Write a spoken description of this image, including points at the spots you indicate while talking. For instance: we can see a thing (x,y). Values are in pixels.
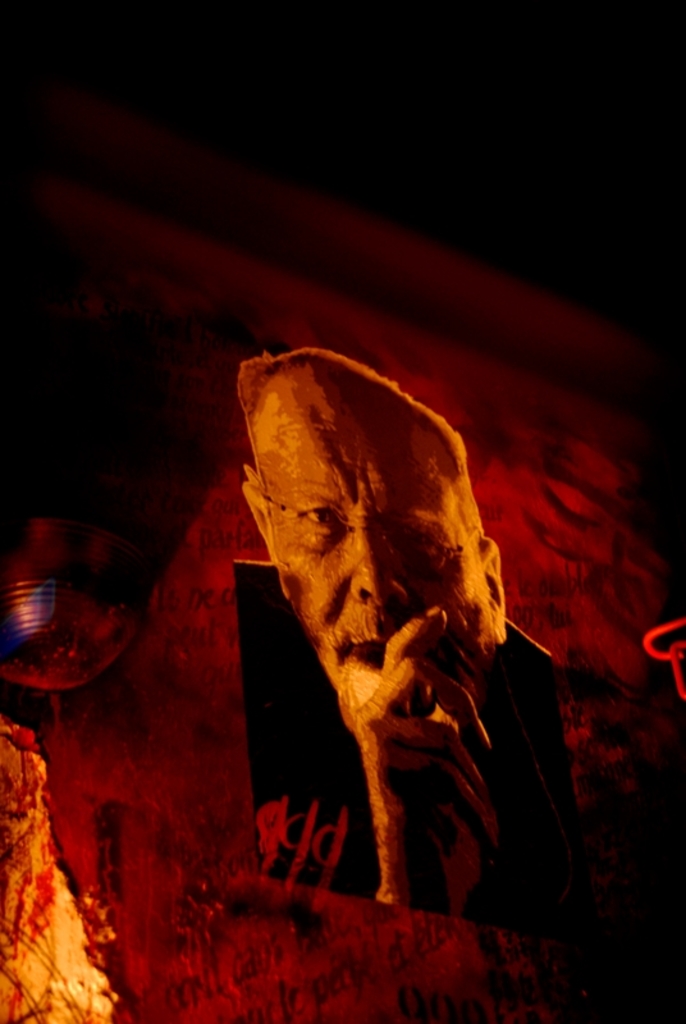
This is a dark image where we can see a poster (318,730) of a person (343,708) here and a device (115,618) here.
